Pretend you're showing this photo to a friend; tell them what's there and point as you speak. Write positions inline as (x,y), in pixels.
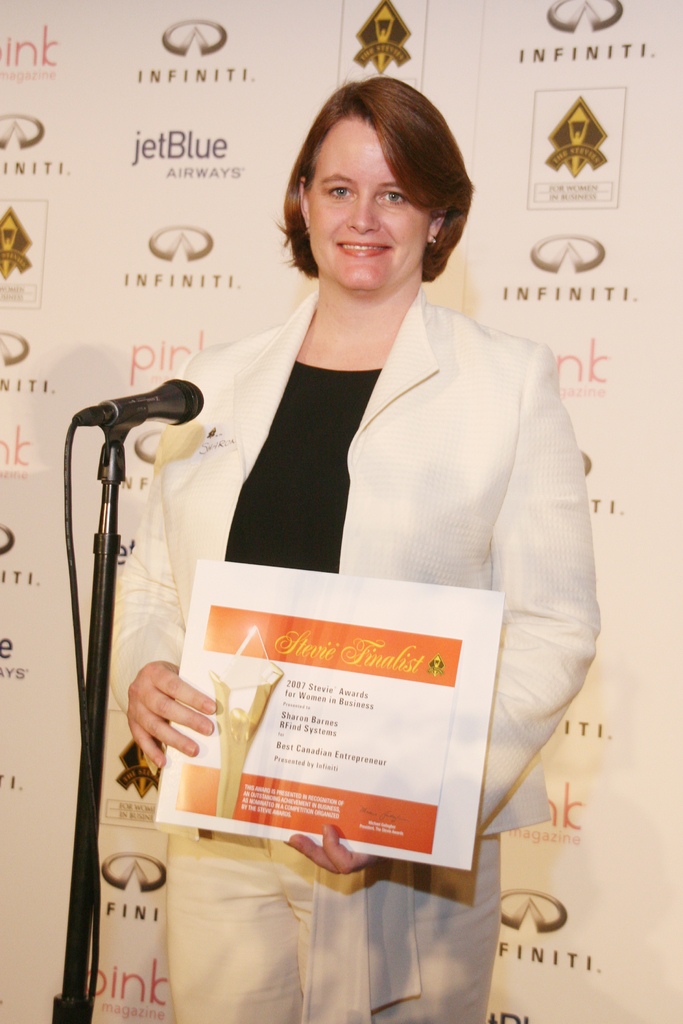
There is a woman (437,535) holding a frame (342,657) with her hands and she is smiling. Here we can see a mike (97,936). In the background (112,88) there is a banner (537,975).
